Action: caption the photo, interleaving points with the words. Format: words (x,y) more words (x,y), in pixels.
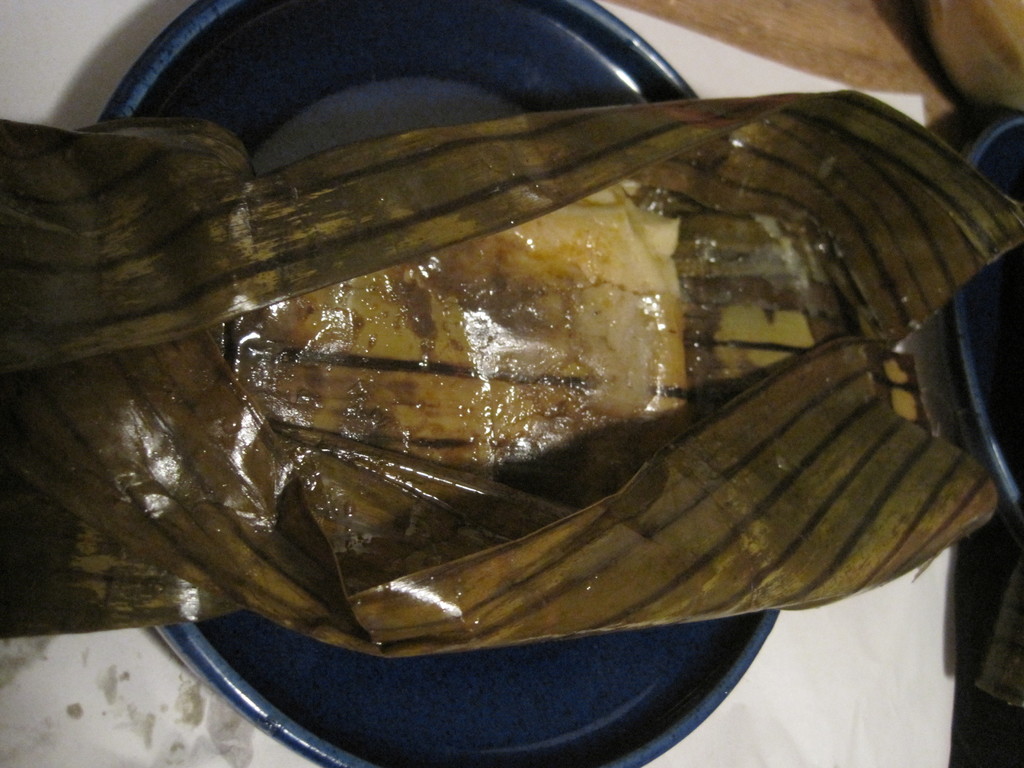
In this picture I can observe brown color leaf wrapped food (478,307). I can observe blue color bowl (297,94) placed on the white color paper (683,54) on the surface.
